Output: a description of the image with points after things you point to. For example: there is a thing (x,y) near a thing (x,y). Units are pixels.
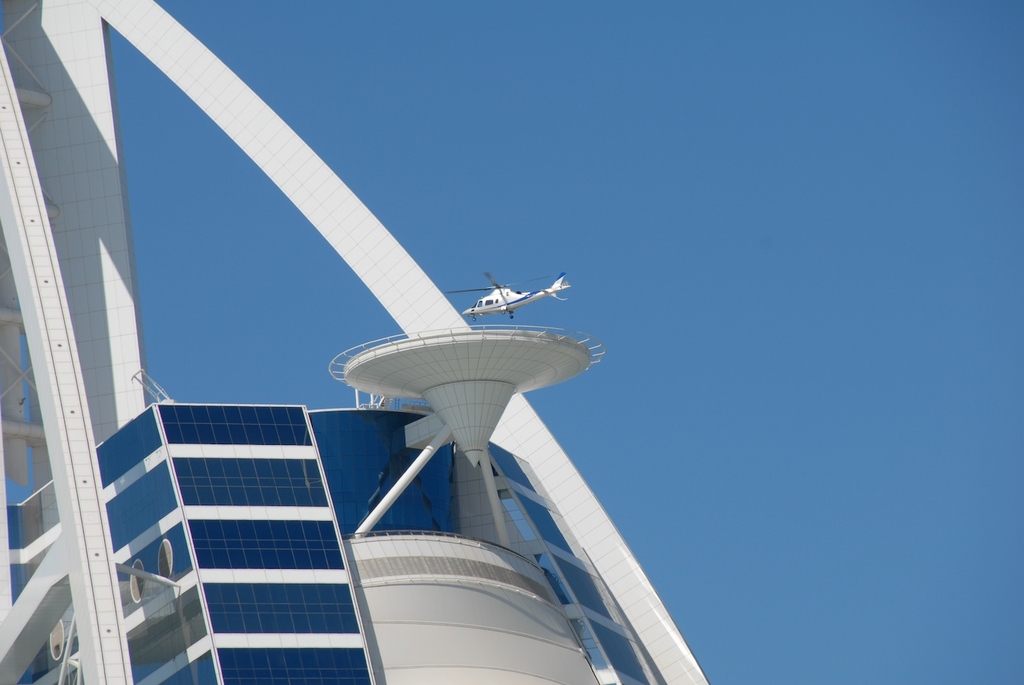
In this image we can see a building (296,474). On top of the building (356,427) there is a helipad (416,351). And there is a helicopter (504,300). In the background (703,314) there is sky (730,417).
